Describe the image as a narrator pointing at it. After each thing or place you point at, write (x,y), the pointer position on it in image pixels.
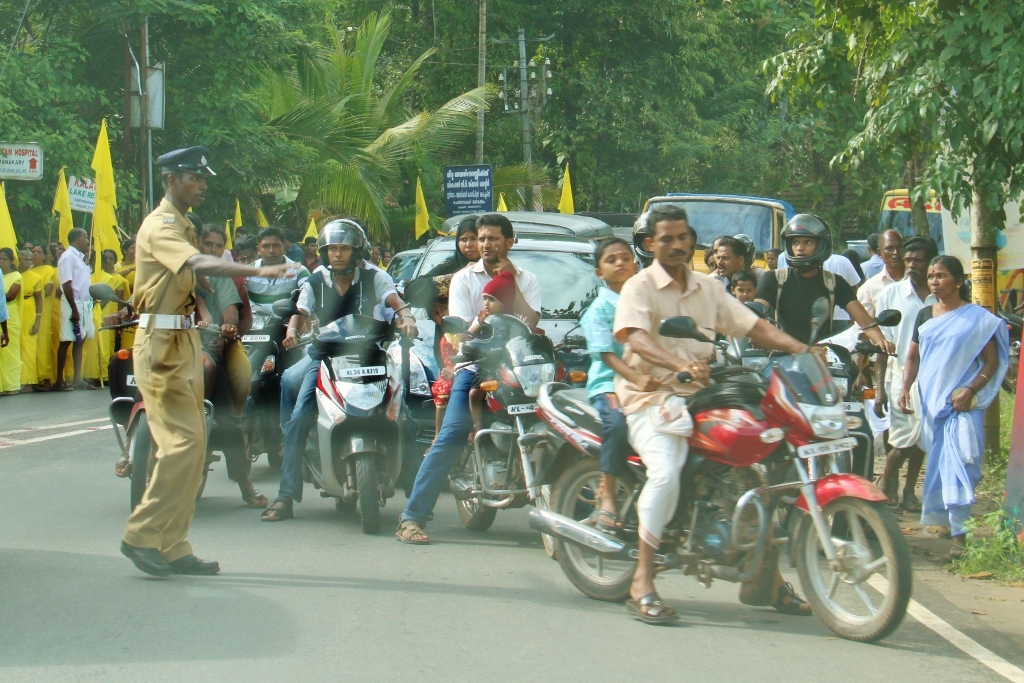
In this image i can see few persons (440,311) riding bike (722,434) on the road (478,532) at the left (151,279) i can see a man (164,260) standing at the back ground (312,130) i can see, a tree (377,54), pole (148,204), flag (110,170) and a vehicle (735,199).
